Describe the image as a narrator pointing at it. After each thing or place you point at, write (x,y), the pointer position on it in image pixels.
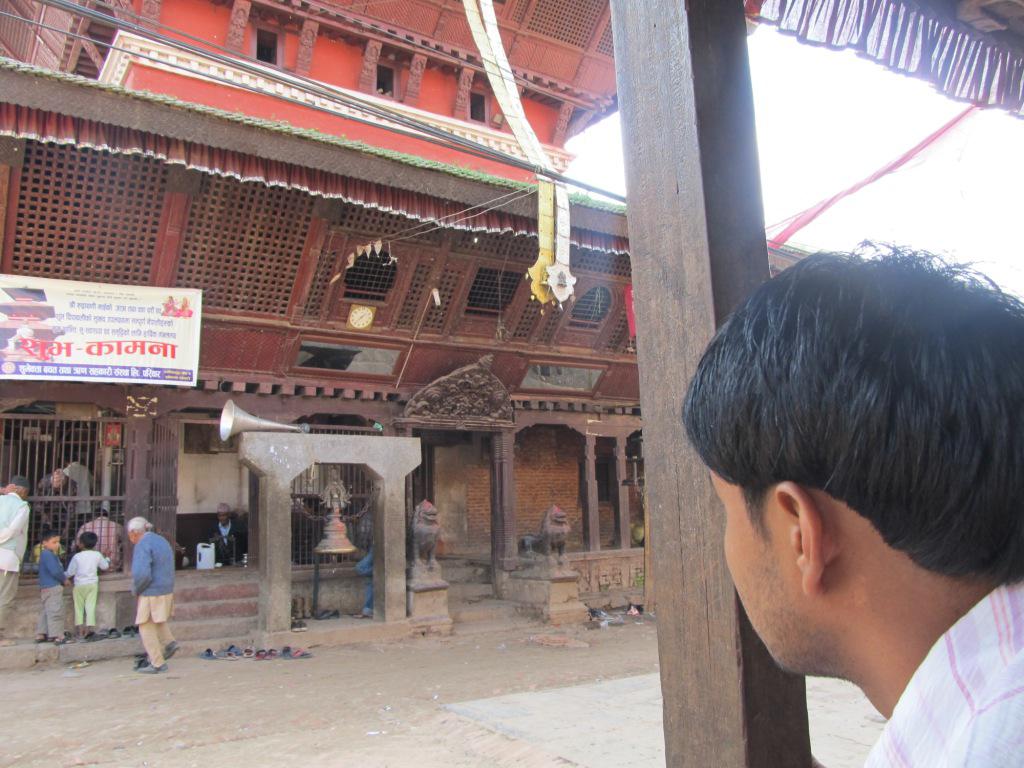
On the right side of the image (866,632) there is a person (865,544), in front of the person (876,527) there is a wooden pole (682,551). On the left side of the image (254,141) there is a building (222,313), in front of the building (74,510) there are some people (85,595) standing.
